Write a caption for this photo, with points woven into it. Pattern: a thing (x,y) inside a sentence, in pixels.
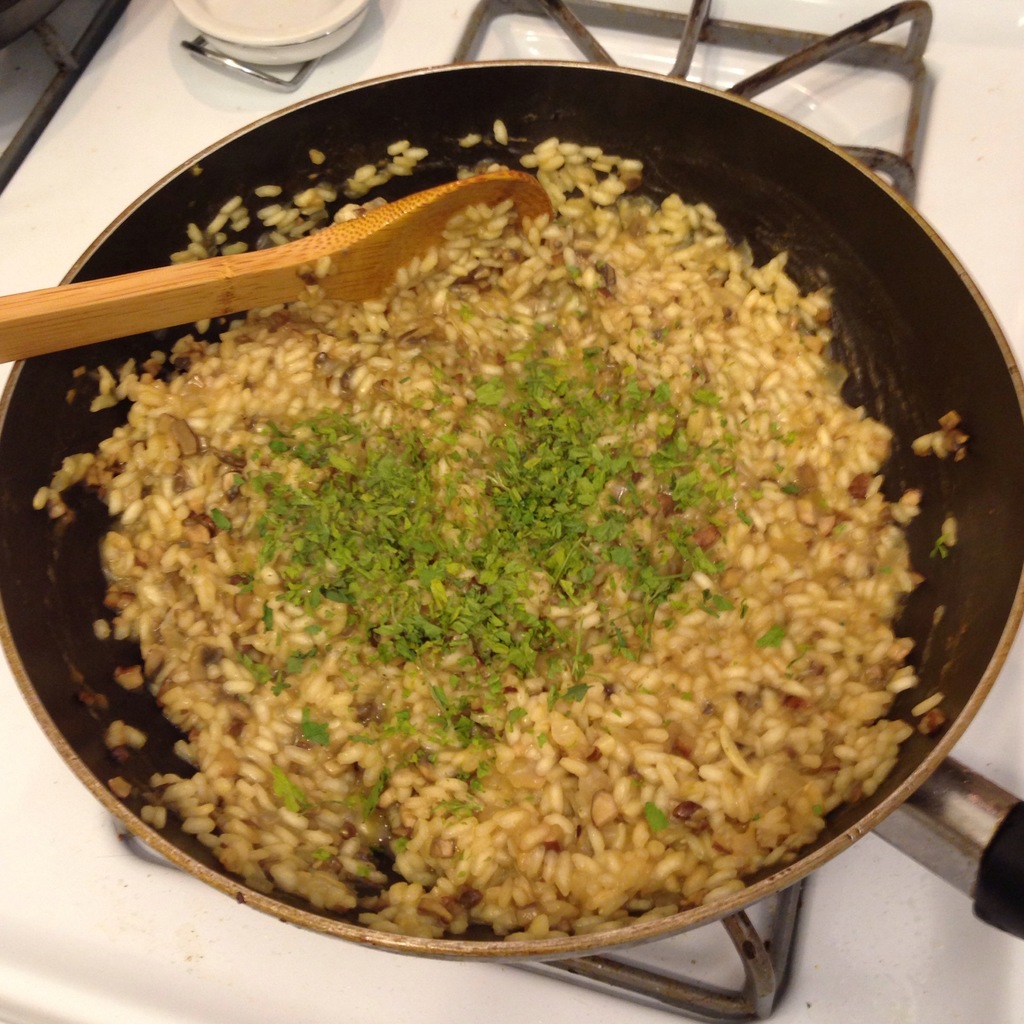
Here in this picture we can see some food item (430,424) being prepared in a pan (96,573), which is present on the stove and we can also see a spoon (144,298) present.
